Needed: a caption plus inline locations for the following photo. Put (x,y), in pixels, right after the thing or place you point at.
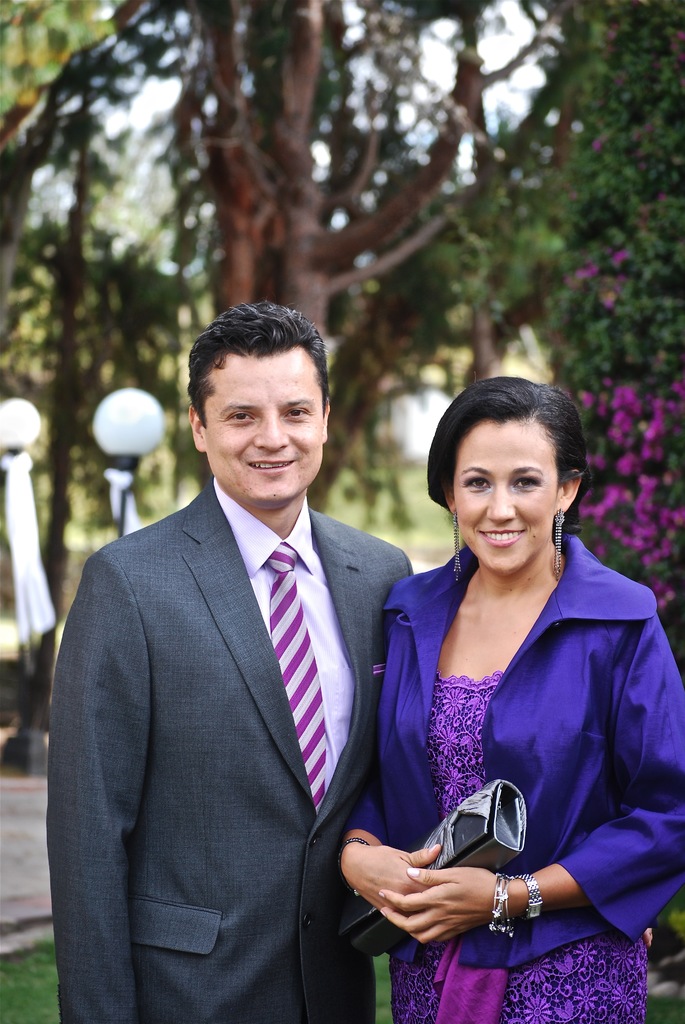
In this image we can see a man (251,746) and a woman (536,914). The man (251,645) is wearing suit (256,745) and the woman (470,783) is wearing a purple color dress (478,776) with dark blue coat (583,724) and holding a bag (457,862) in her hand (469,868). In the background (416,215), we can see trees (240,257), light poles (119,414) and pavement (18,862).
